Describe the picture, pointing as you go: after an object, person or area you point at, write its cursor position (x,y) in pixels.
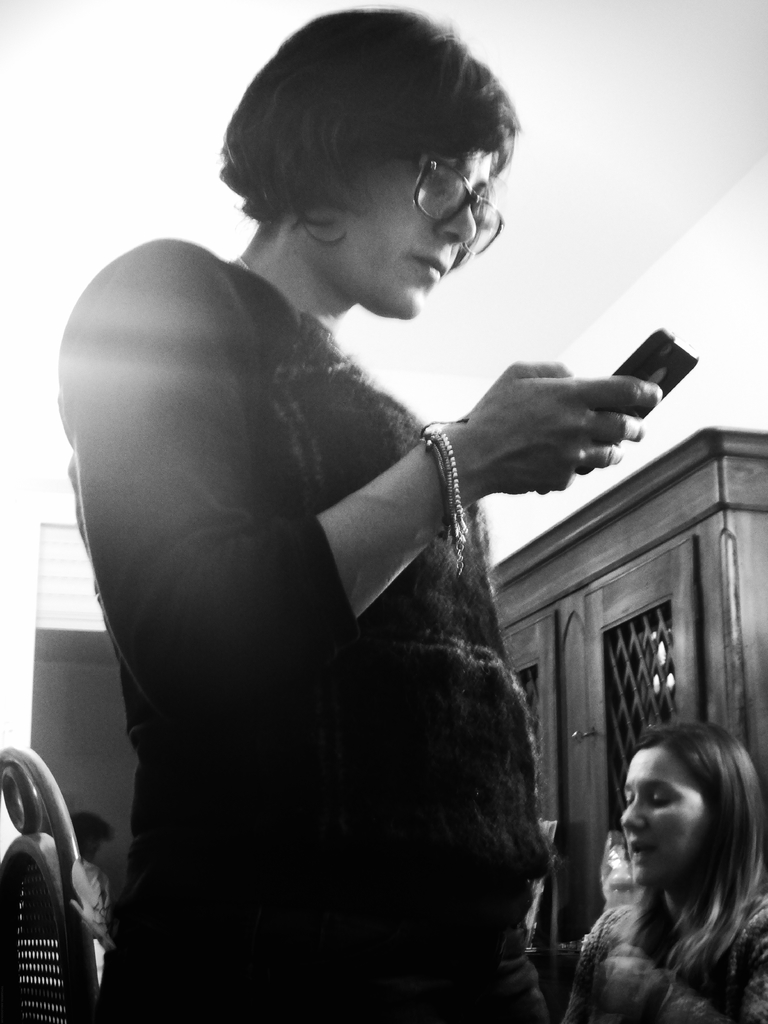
In front of the image there is a person (389,504) holding the mobile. Behind her there is another person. Beside her there is a person (740,970) sitting. There is a chair (45,996). There is a wooden wardrobe (703,617). In the background of the image (749,381) there is a wall (727,413).
